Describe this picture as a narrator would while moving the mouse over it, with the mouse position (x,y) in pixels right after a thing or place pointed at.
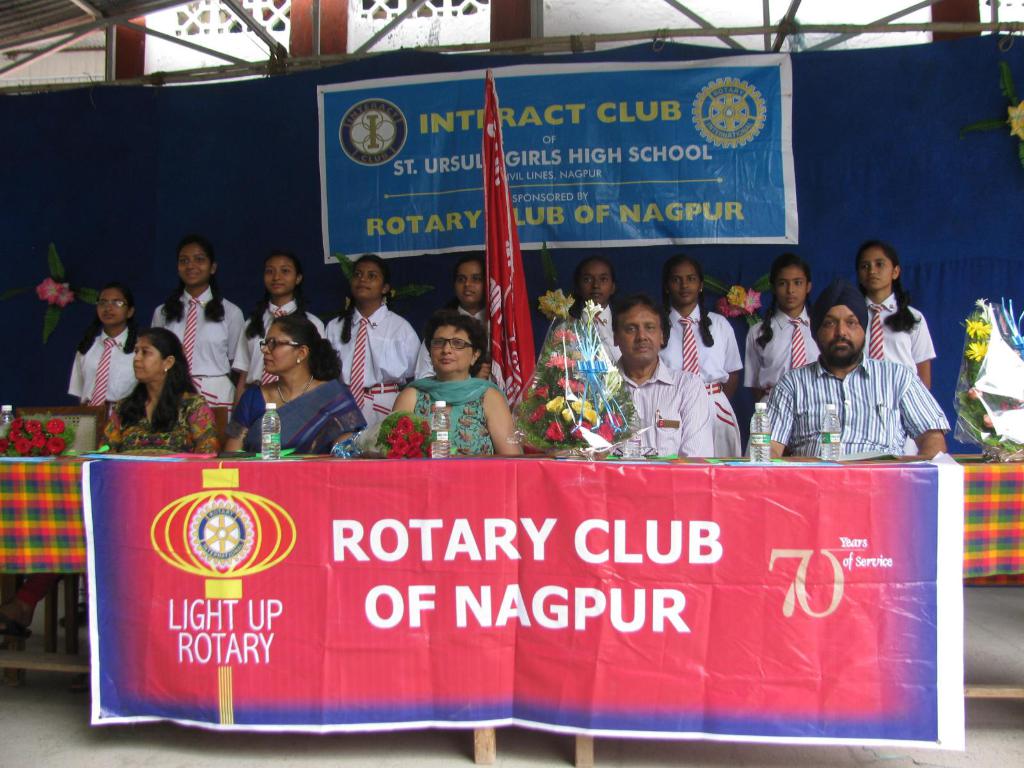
In the picture we can see group of people (785,398) and few of them are sitting on the chairs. There is a table (984,494). On the table (982,491) we can see a cloth (994,581), banner (837,638), bottles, and flower bouquets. In the background (373,243) we can see a banner (514,174), flag (514,249), and a cloth (536,277).
